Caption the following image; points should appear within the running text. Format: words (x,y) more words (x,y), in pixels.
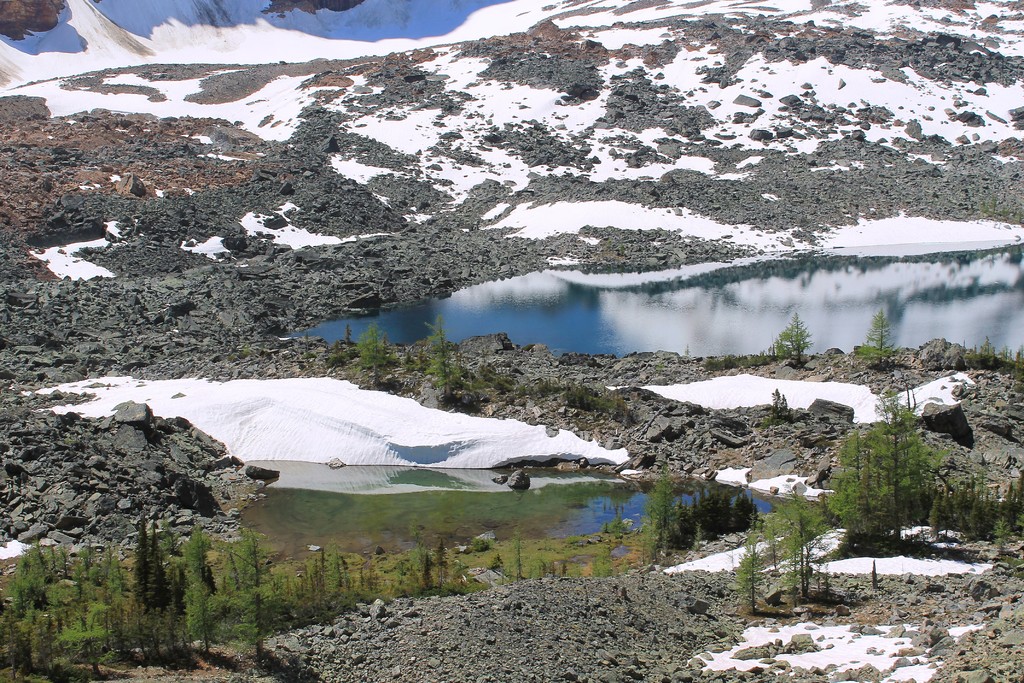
In the image we can see some trees (838,479) and stones (518,265) and water (910,283). At the top of the image (618,191) there are some hills (515,107).
